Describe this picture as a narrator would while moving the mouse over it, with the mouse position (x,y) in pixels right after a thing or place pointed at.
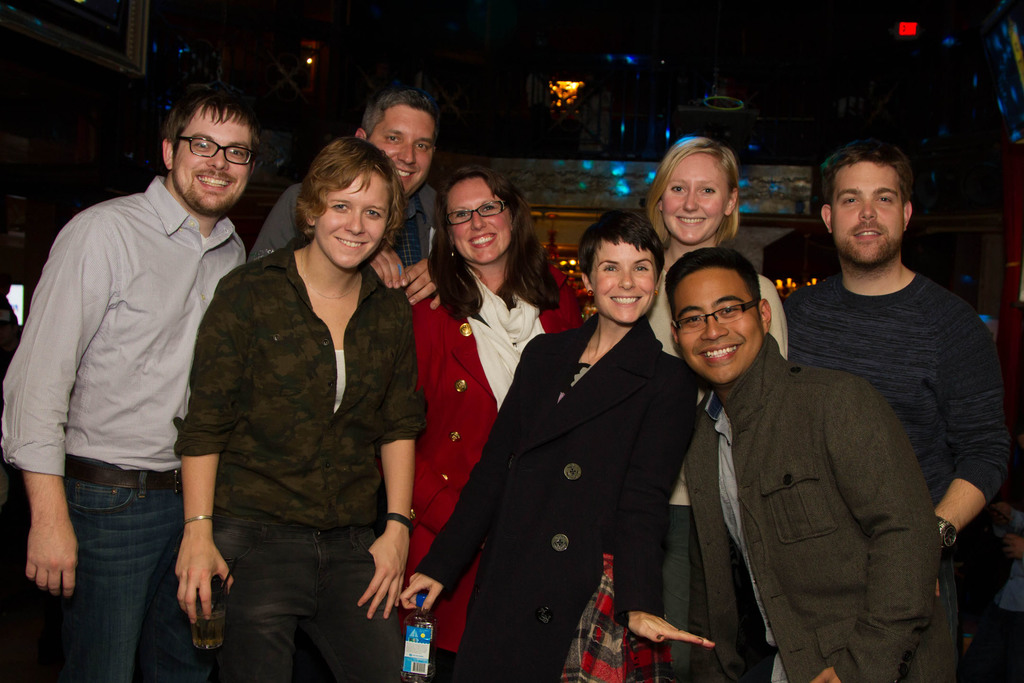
In the image we can see there are people (479,316) standing, wearing clothes (554,415) and they are smiling, and some of them are wearing spectacles (698,323) and holding objects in hands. Here we can see the light (561,91) and the background (614,27) is dark.
